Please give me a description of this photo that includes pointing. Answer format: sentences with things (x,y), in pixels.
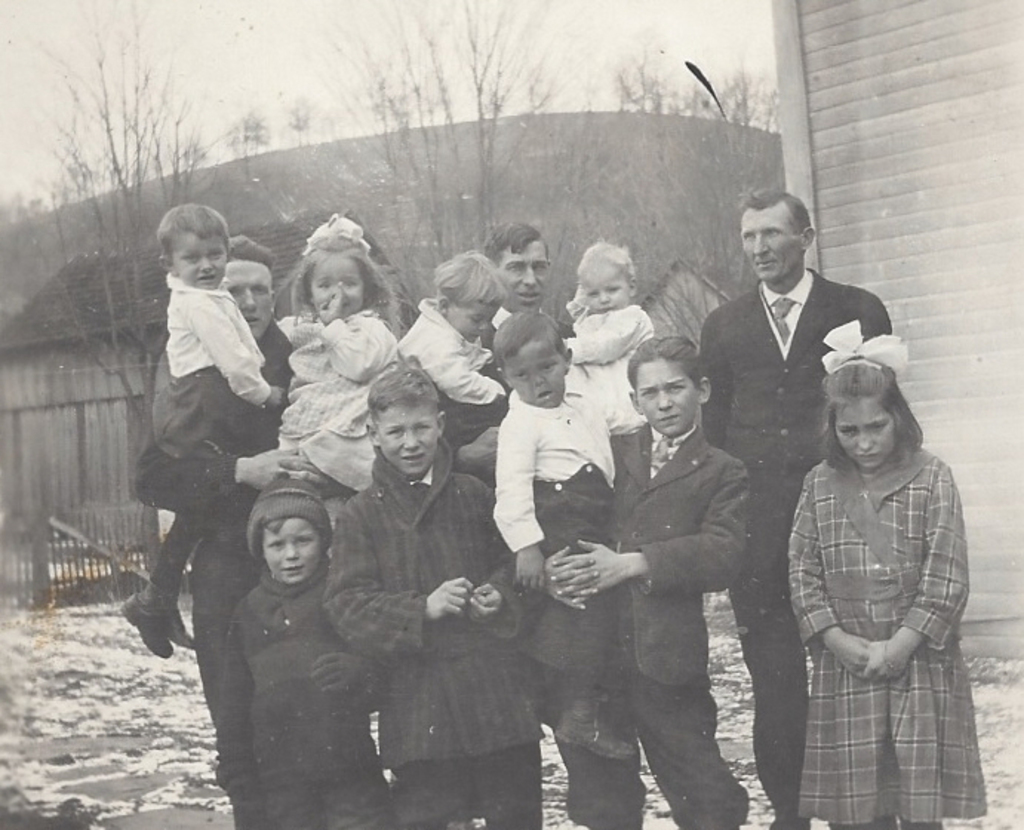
This is a black and white pic. There are few persons (382,381) standing on the ground (2,729) and among them three persons (681,512) are holding kids (550,448) in their hands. In the background (60,504) there are bare trees (447,242), fence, wall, building (114,317) and sky (370,96).
